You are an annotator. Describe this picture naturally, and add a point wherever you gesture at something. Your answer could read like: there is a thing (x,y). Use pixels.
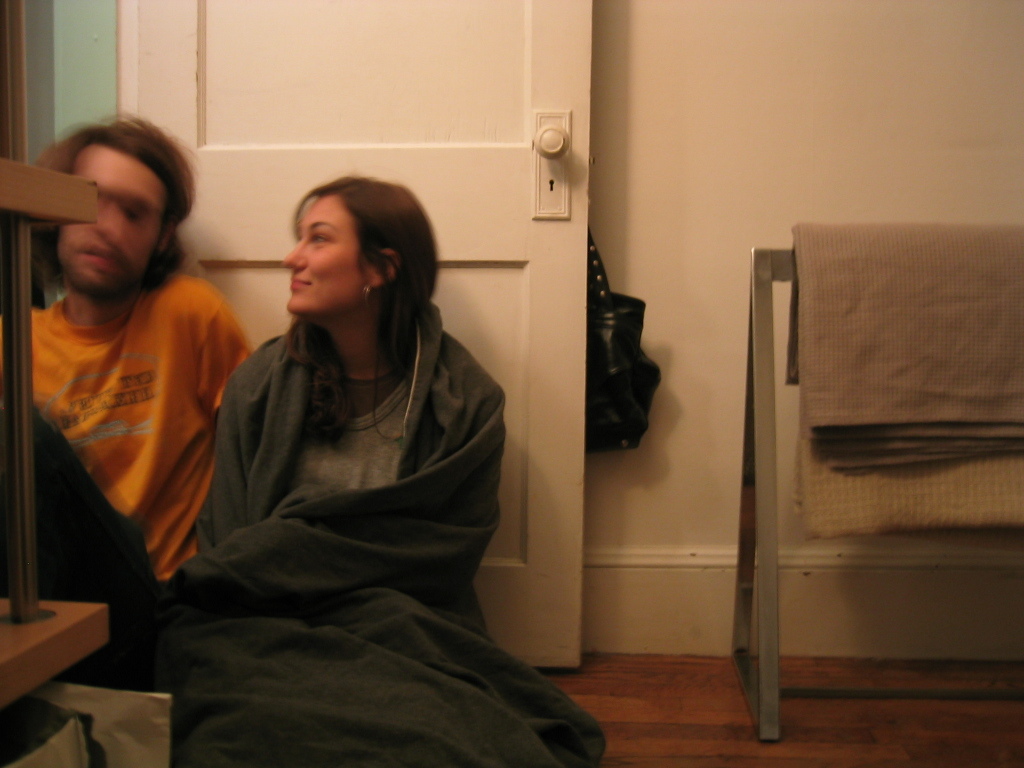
As we can see in the image there is a wall (747,248), black color handbag (638,373), door (497,57), cloth (851,233) and two people (420,386) sitting on the left side (160,403).
